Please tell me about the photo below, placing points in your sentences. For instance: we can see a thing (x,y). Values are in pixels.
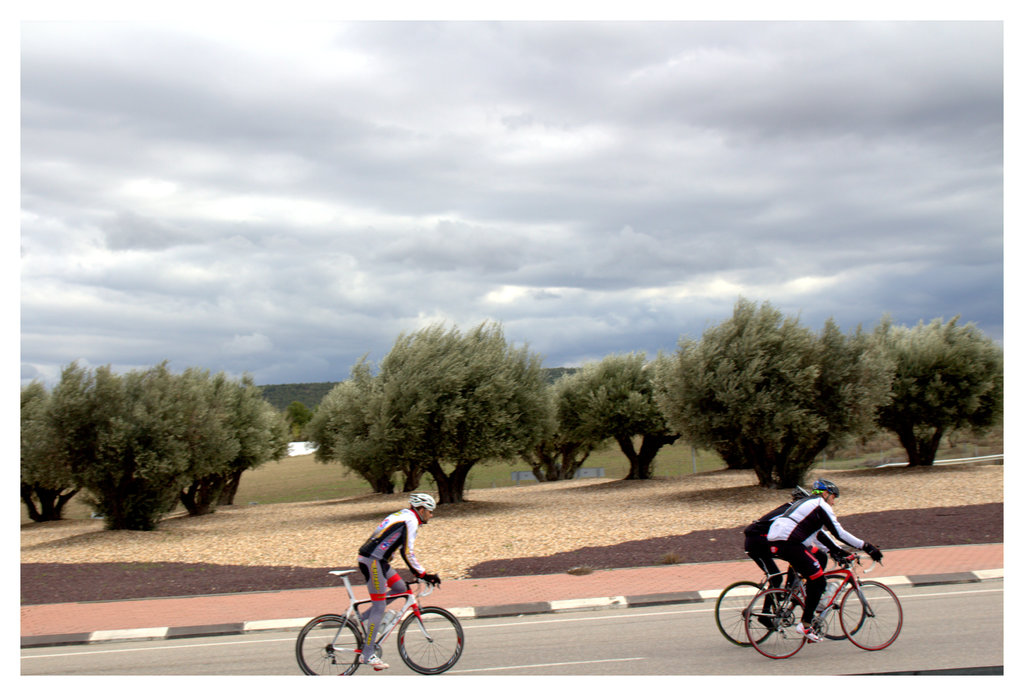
In this image I can see a road (971,621) in the front (682,636) and on it I can see few bicycles (735,608). I can also see few people (361,557) on these bicycles (829,616). In the background (366,390) I can see number of trees (225,459), cloud (598,336) and the sky (435,183). In the front (401,584) I can see these people (803,561) are wearing helmets (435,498), gloves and shoes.
